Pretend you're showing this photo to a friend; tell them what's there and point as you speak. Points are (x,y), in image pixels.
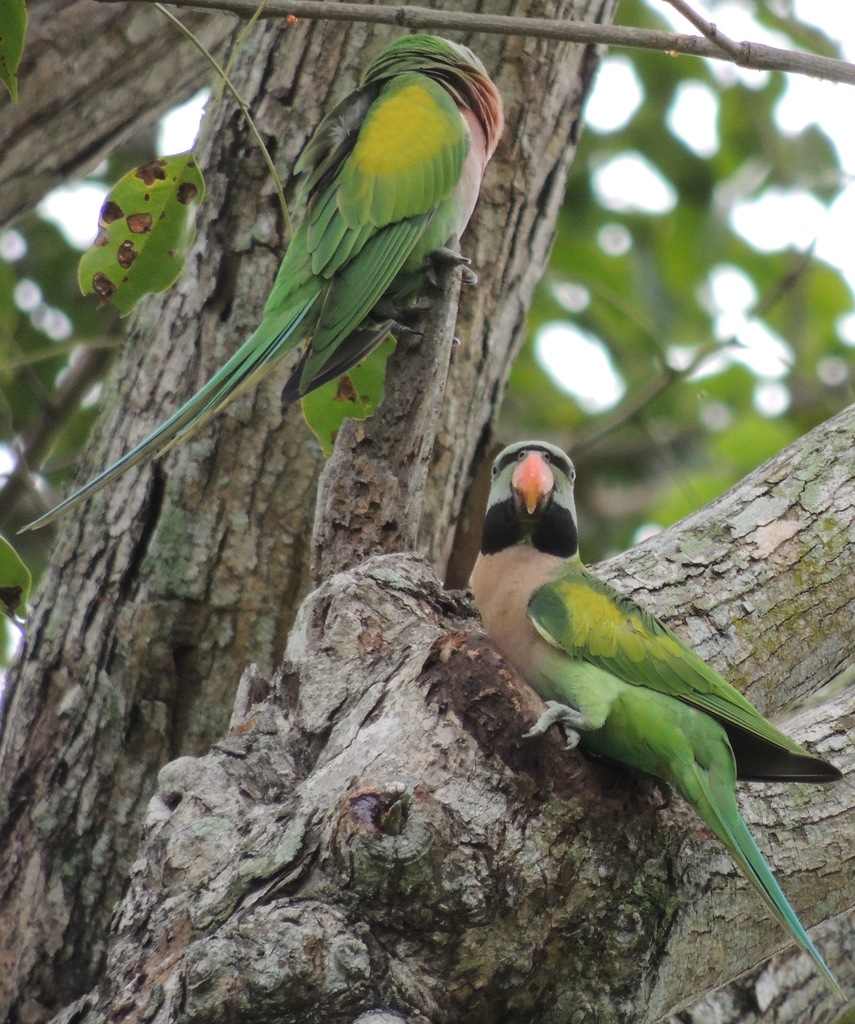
In this image there are birds (472,60) on the branches (344,525) of a tree (190,486). And there are leaves (851,396) in the background (580,550).
